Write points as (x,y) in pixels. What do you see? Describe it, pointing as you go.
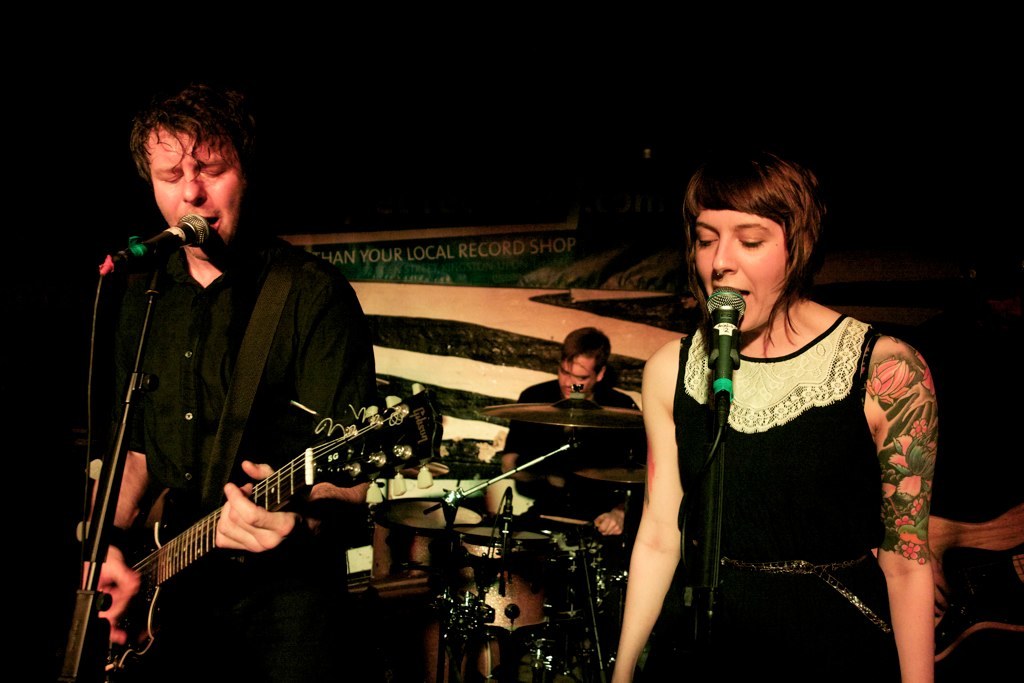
In this image I see a man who is holding a guitar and I can also see a woman (928,666) and both of them are standing in front of the mic (722,321). In the background (476,410) I see a man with the musical instrument (517,667).
